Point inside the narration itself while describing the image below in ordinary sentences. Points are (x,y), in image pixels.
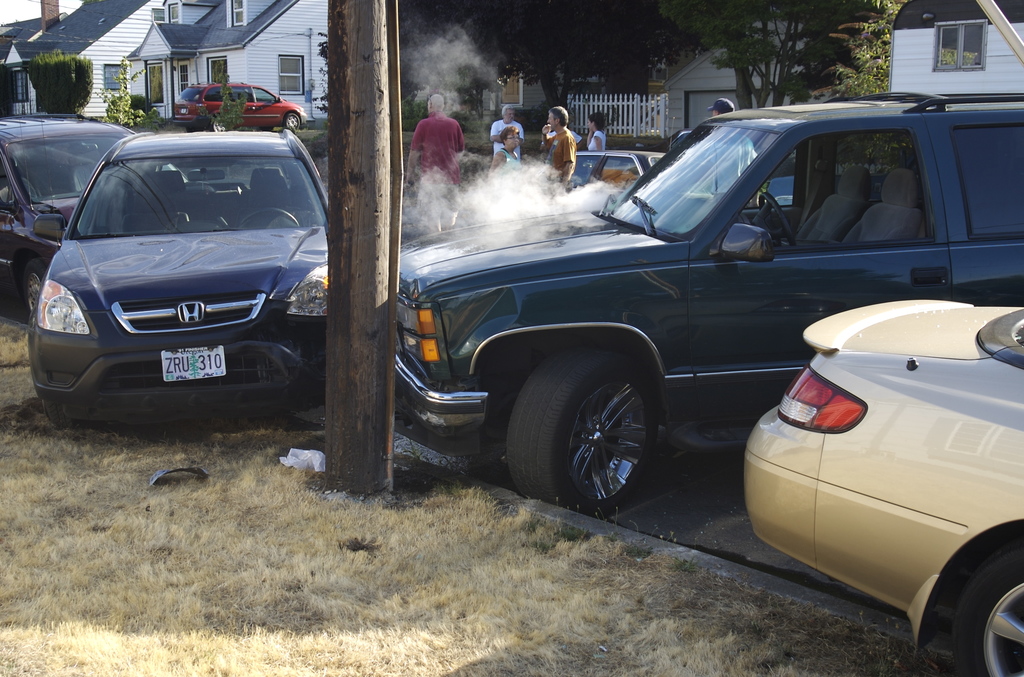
In this image we can see vehicles (424,351) on the road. In the center of the image (362,265) there is a pole (338,465) on the ground (191,529). In the background (105,116) we can see houses (295,84), trees (494,68), persons (494,149), plants (138,97) and sky (10,8).
